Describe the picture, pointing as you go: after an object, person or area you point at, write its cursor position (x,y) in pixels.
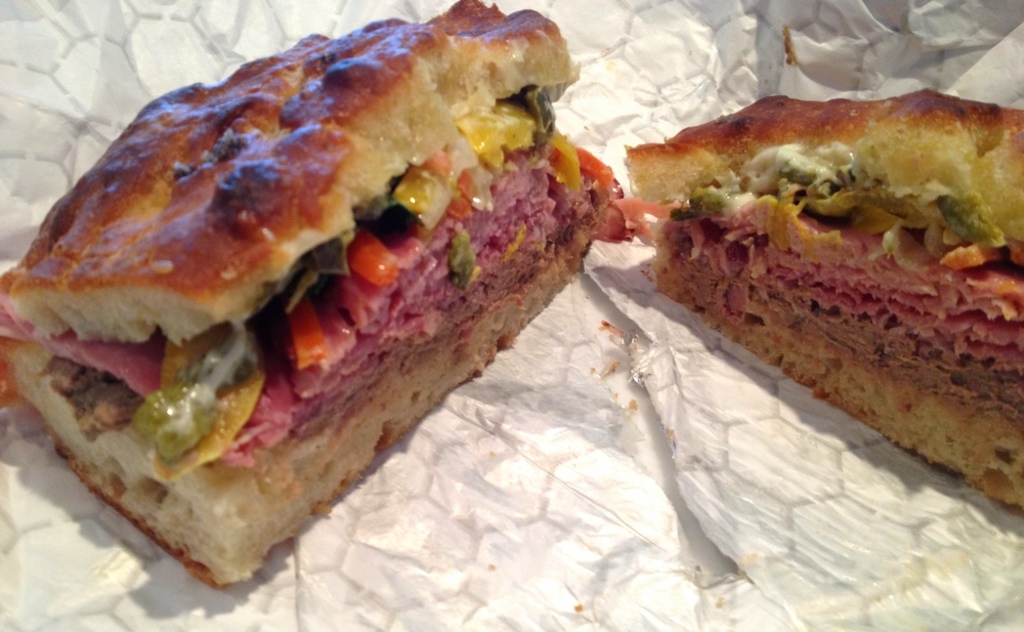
In this image we can see food items (512,294) on a paper (471,582).
